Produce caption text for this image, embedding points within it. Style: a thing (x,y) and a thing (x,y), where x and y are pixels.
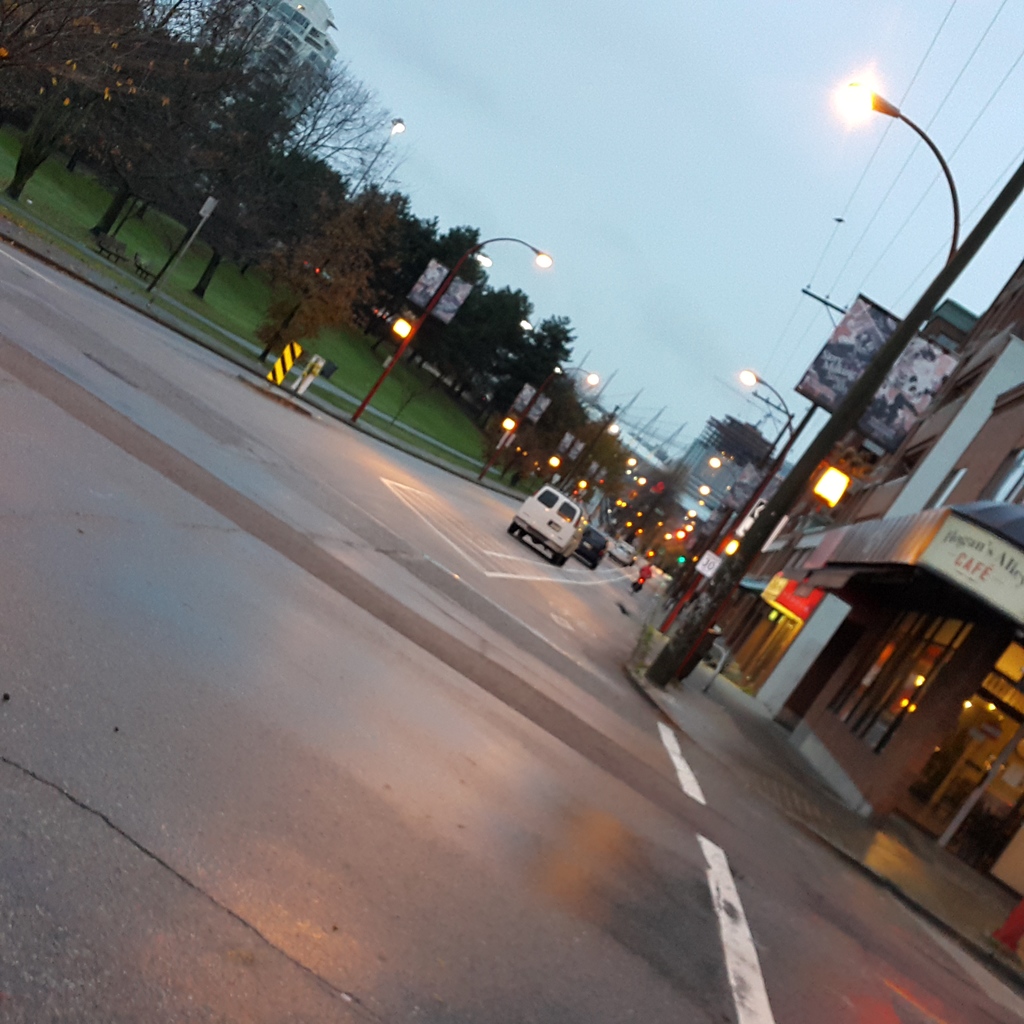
In this picture I can see few vehicles (562,560) and lights (645,478) in the middle (523,520), there are trees (377,142) on the left side (306,263). On the right side (978,367) I can see the buildings (962,617), at the top (755,174) there is sky (739,153).
